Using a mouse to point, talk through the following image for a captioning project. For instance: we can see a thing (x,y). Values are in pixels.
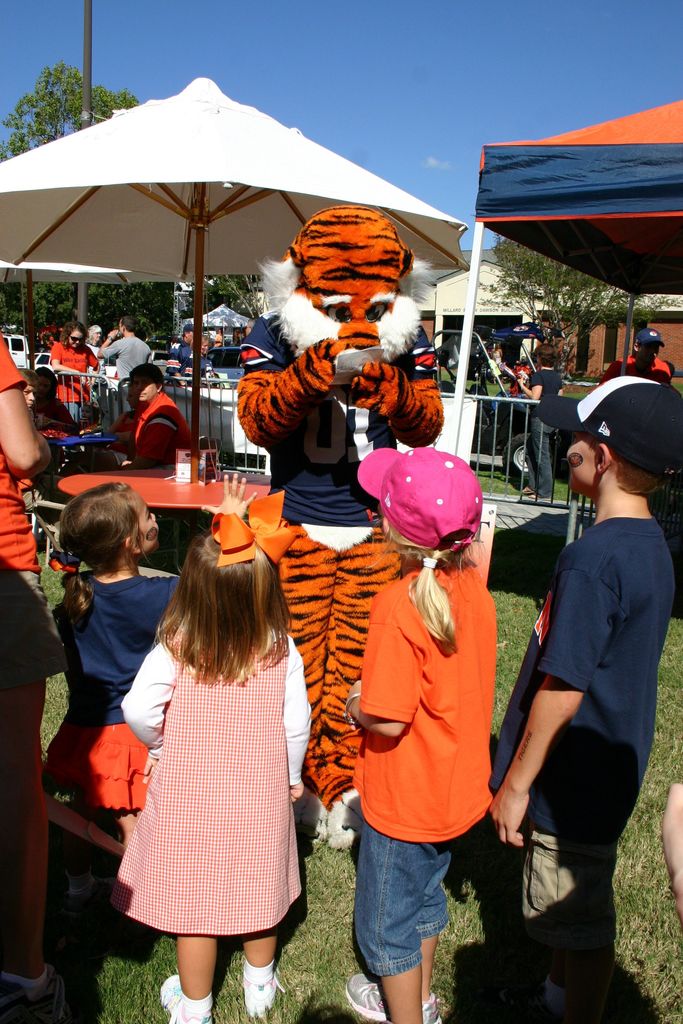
In this image we can see persons (329,430) wearing costumes (311,615), children (291,749) standing on the ground (170,551), persons (159,442) sitting on the chairs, parasols (226,212), grills (538,426), tent (527,188), trees (544,282), buildings (451,288) and sky (441,125) with clouds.
